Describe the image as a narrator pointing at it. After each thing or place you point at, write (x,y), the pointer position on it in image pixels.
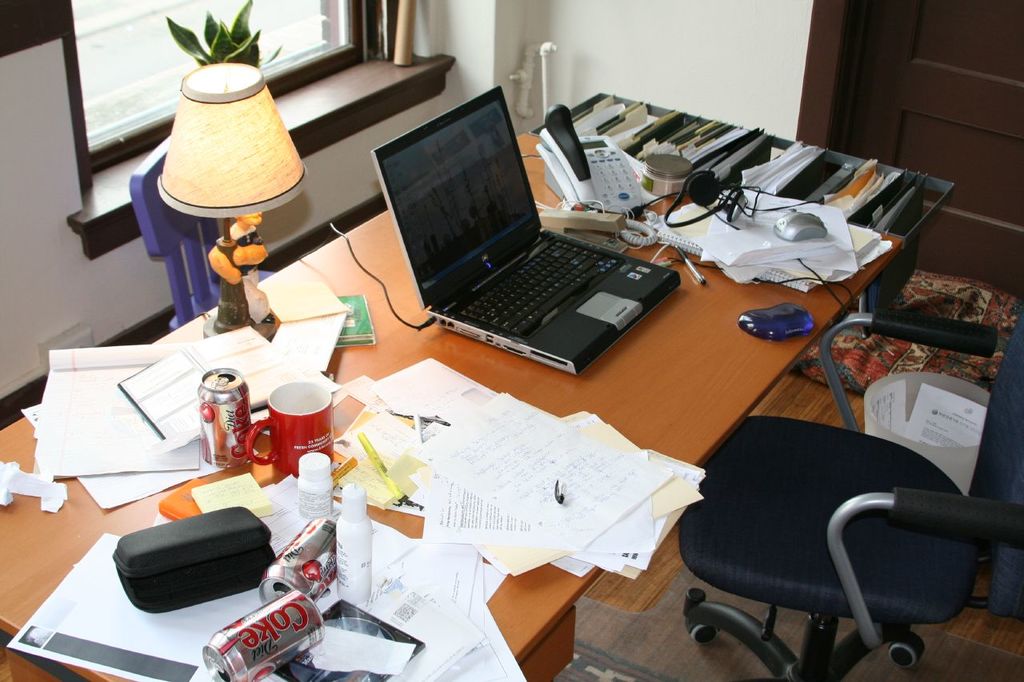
In this image I can see a chair (778,474), a brown colored table (705,412) and on the table (667,399) I can see few papers (517,471), few tins (238,380), a cup (308,418), a telephone (606,164), a laptop (493,216), few wires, few bottles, a lamp (255,79), a mouse (790,229) and a head set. I can see the wall (648,35), a plant (249,7), the brown colored door (1004,115) and the window (298,27) in the background (907,104).
